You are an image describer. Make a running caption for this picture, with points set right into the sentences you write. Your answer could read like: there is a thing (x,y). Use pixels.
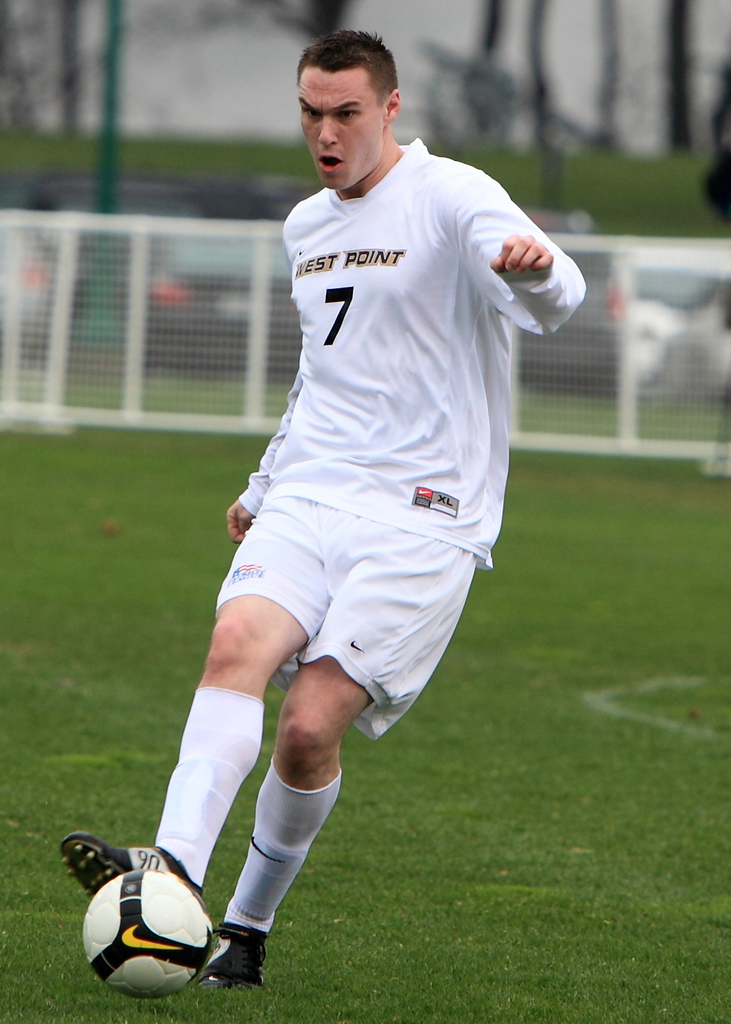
In the center of the image (392,440) there is a sports man (253,577). He is hitting a ball (111,899) with his leg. In the background (117,419) there is a fence (182,309) and a car (176,243).
